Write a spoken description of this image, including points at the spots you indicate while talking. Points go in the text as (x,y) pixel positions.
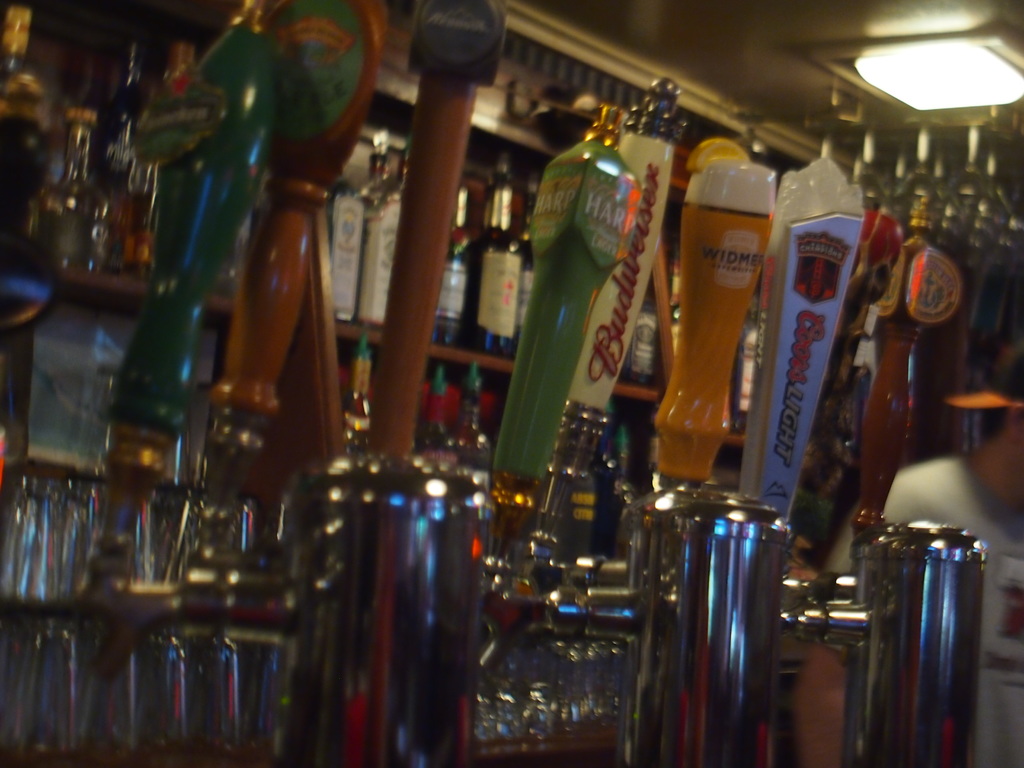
This rack (522,123) is filled with bottles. On top (966,56) there is a light (949,75).
